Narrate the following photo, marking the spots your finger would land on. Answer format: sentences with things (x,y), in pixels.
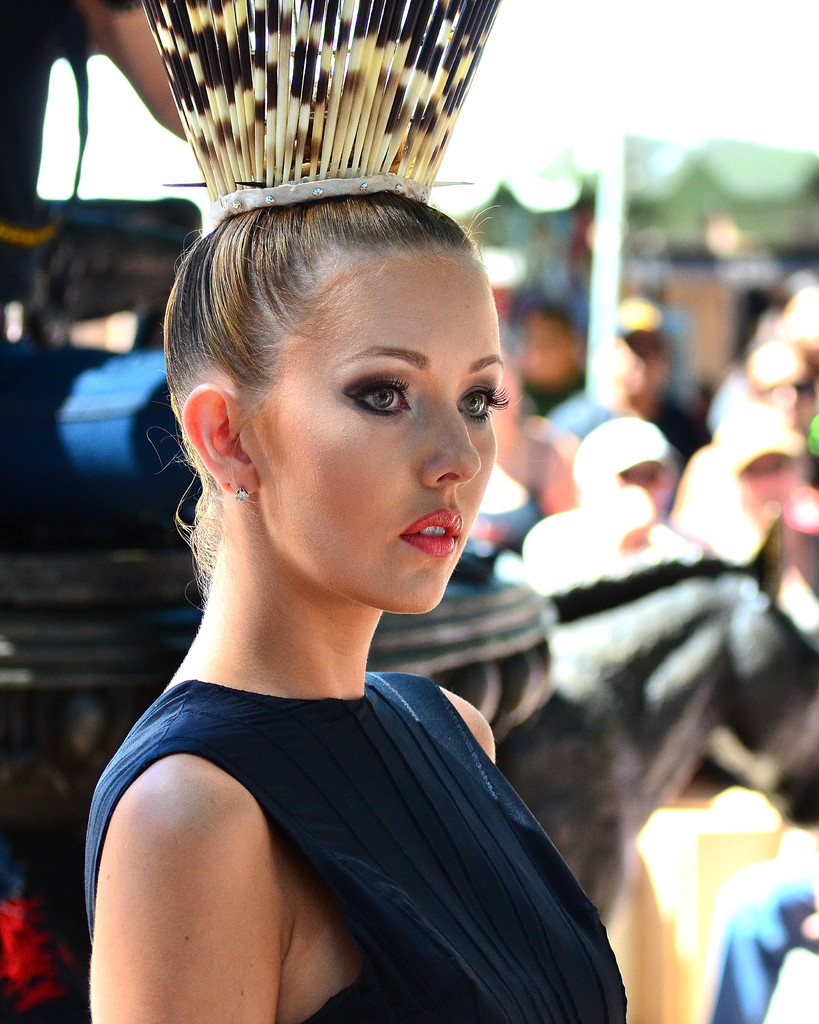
In this image, we can see a woman (328,208) wearing a crown (361,181). In the background (632,496), there is a blur view. On the right side of the image (551,395), we can see people (567,515) and a pole (605,267).
